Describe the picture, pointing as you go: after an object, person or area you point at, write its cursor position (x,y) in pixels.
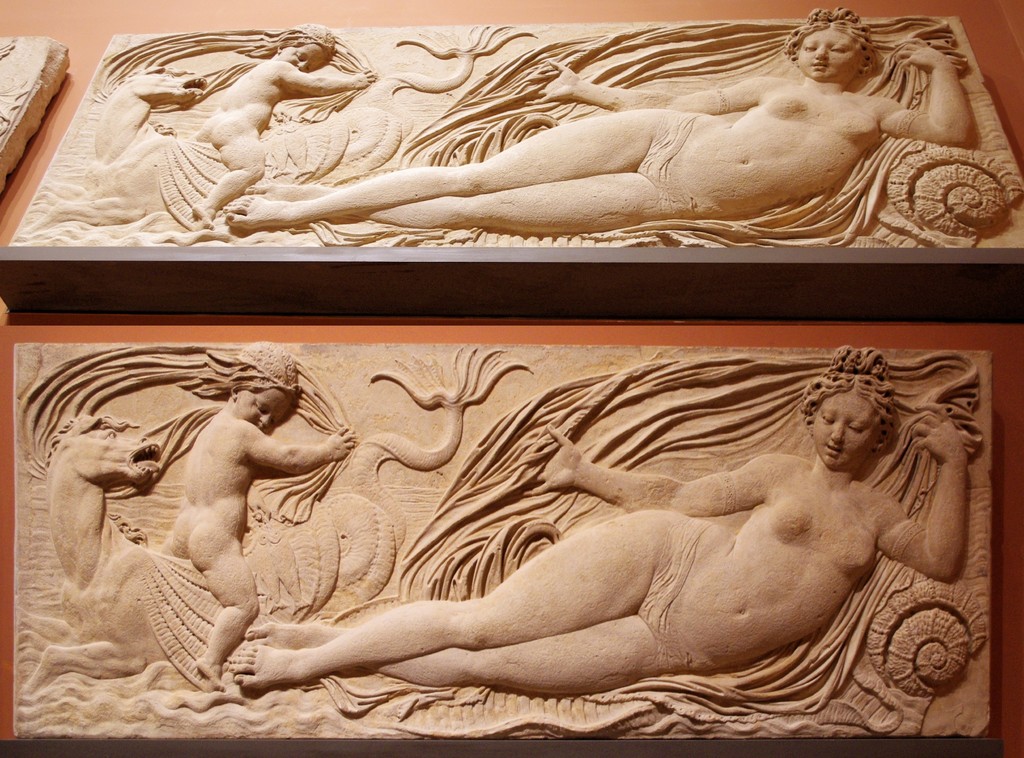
In this picture we can see some objects (114,53) seems to be the stones (413,398) and we can see the stone carving of a person (447,198) seems to be lying and we can see the stone carvings of another person (312,81) sitting on an animal (181,150). In the background (343,16) we can see some other objects (223,267).
